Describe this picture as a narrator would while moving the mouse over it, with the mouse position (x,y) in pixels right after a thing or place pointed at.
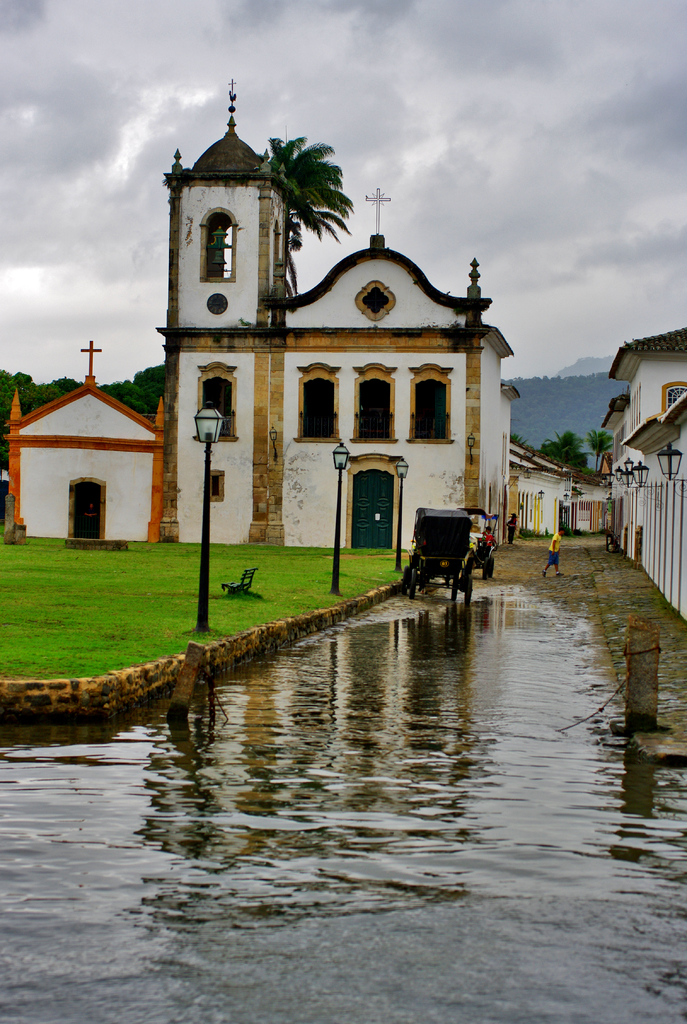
In this image I can see water (313,645), background (500,468) I can see few persons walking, light poles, buildings (259,535) in white and brown, trees (574,409) in green color and the sky (441,105) is white color.
